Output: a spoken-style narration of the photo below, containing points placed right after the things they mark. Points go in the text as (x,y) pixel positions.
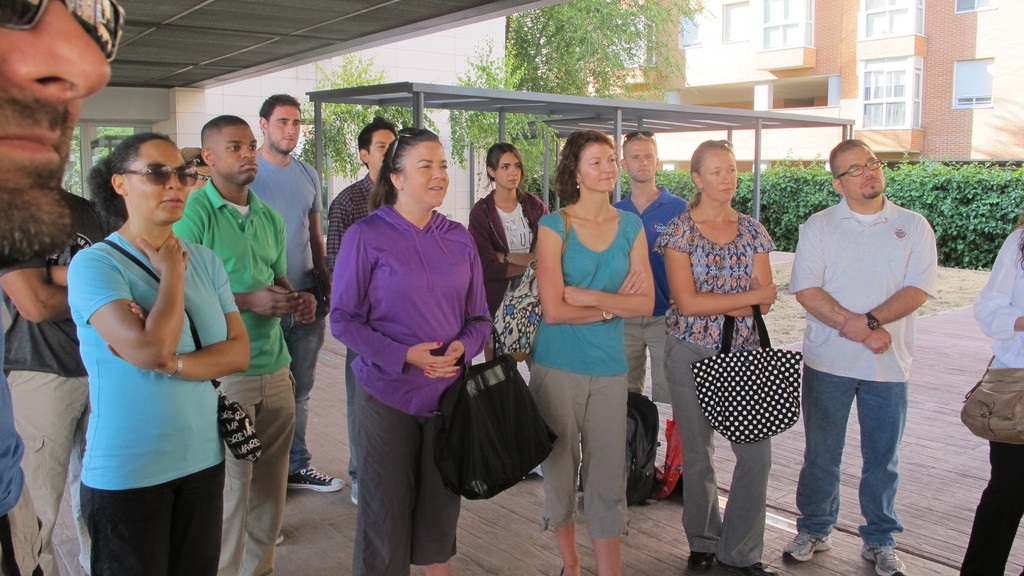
In this picture I can see many persons (656,306) who are standing on the floor (352,517), beside them I can see the bags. In the back (563,120) I can see the shed (563,100), building (178,94), trees (504,88) and plants (973,222).
